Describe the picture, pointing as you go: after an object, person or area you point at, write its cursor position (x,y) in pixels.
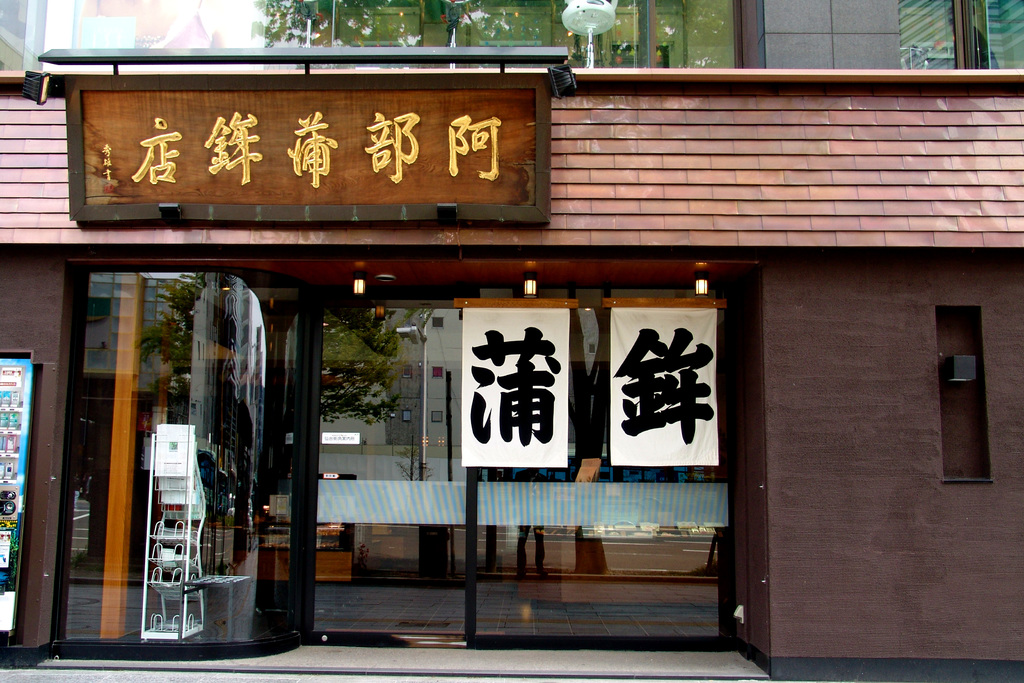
In a given image i can see a store (352,227) that includes door (409,427), board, stand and some other objects (669,42).
